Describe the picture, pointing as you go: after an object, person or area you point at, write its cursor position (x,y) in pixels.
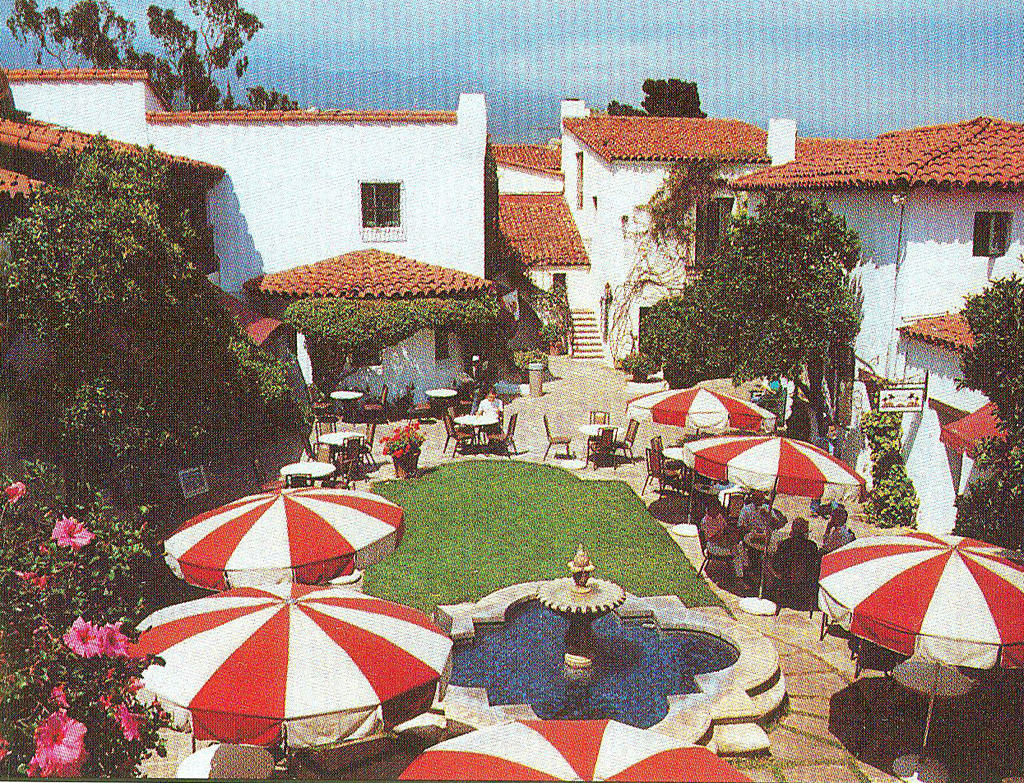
In this image in the middle (380,500), there are umbrellas (346,566), plants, trees (224,326), flowers (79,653), tables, chairs (499,435), some people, fountain (616,700) and posters (900,392). On the left (111,614) there are plants (50,614), flowers (56,530). In the background (499,236) there are houses (425,237), trees (825,259), sky (766,58) and clouds (580,16).
